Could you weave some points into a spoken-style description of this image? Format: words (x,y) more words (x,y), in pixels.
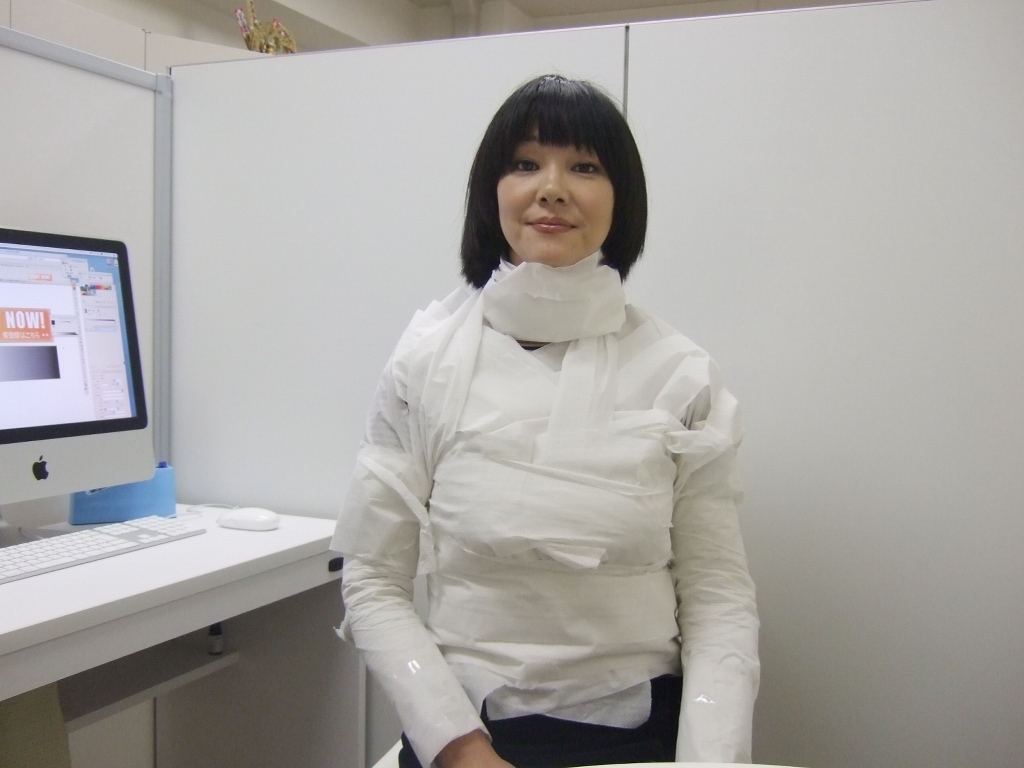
In this image in the foreground (423,729) there is a woman (357,592) having black hair (629,203) and on the left side (124,300) there is a system (31,278).
